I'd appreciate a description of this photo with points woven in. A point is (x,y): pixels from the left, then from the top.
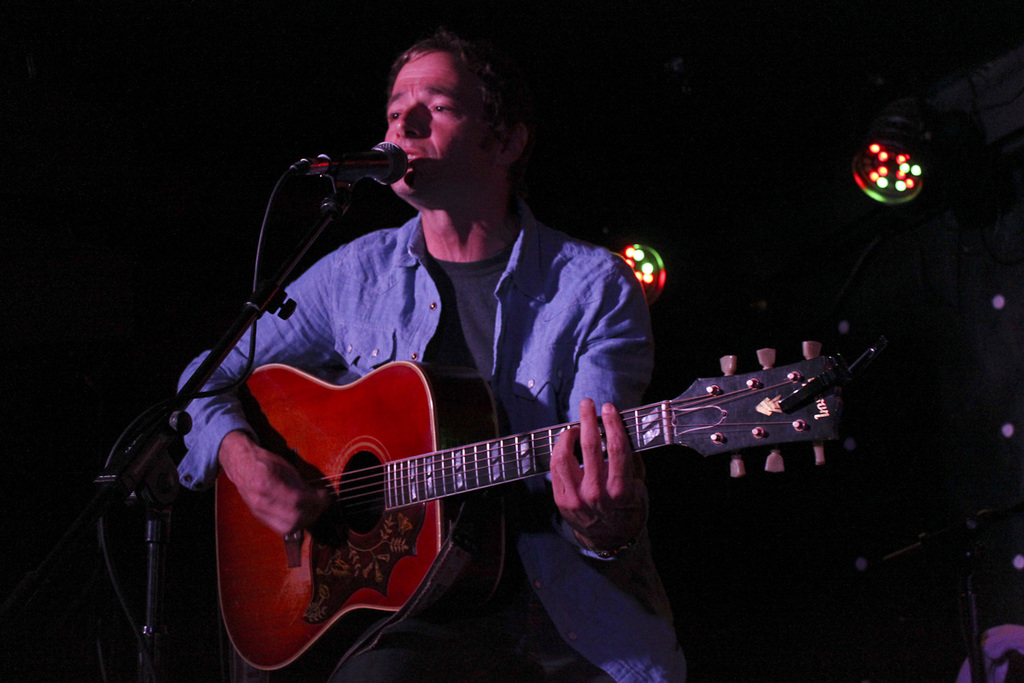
Here we can see a man (389,648) holding a guitar (267,559) in his hand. He is singing on a microphone (368,168).
